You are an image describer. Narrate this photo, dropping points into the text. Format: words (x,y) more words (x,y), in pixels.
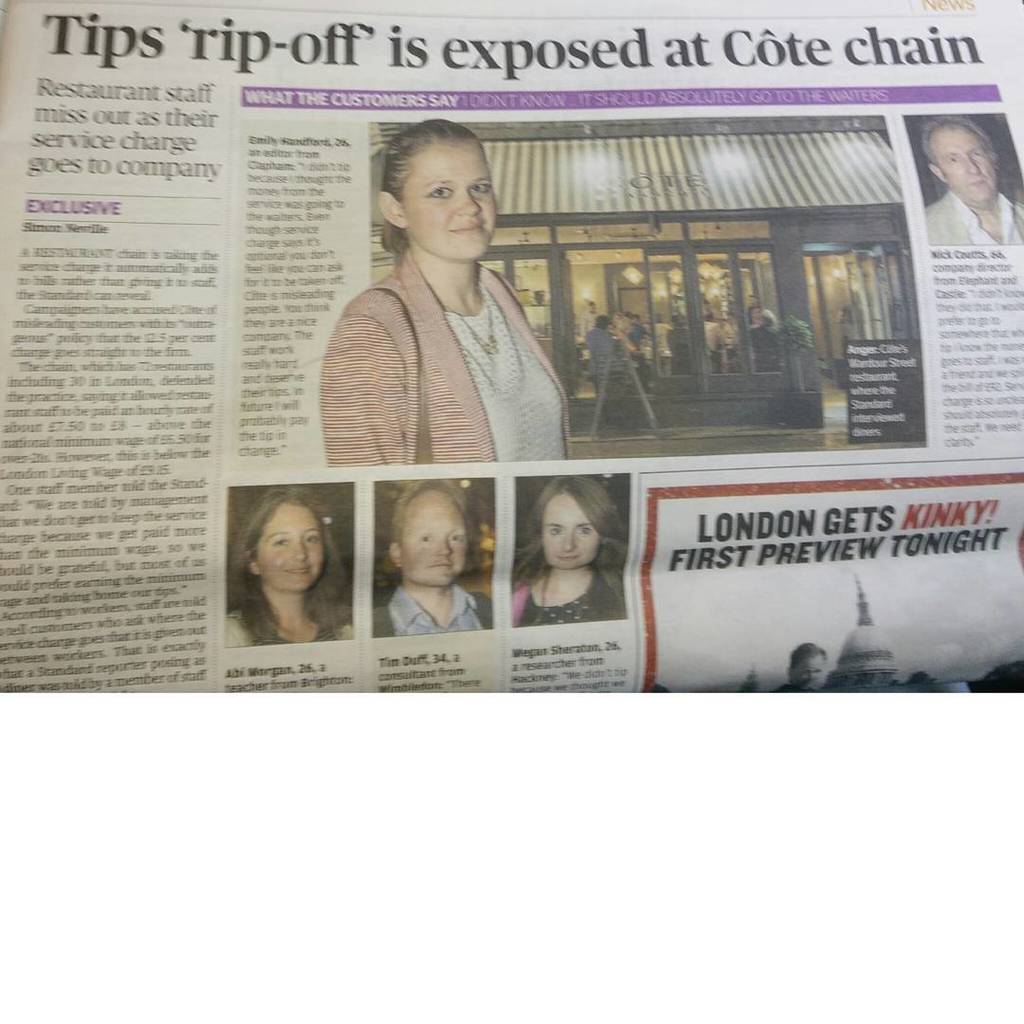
In this picture we can see a newspaper (498,468) with some images (390,379) and text (282,363) written on it.
